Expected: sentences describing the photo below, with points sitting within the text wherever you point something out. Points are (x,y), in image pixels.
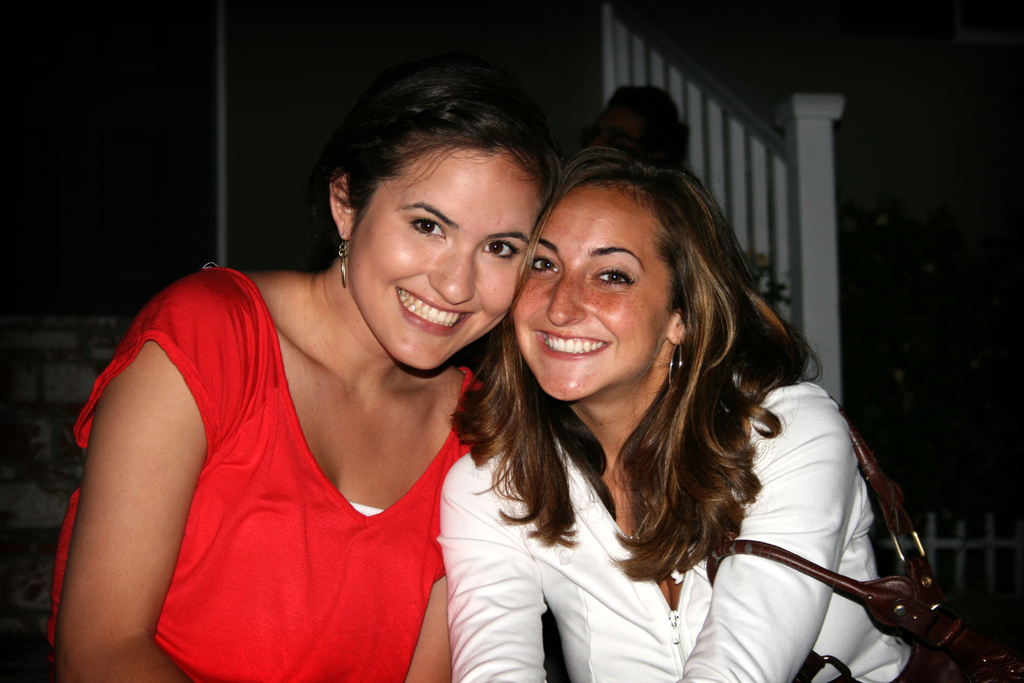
In this picture we can see two women (516,486) are smiling in the front (506,474), a woman (594,467) on the right side (694,508) is carrying a bag (893,609), in the background (654,142) there is another person (638,129), we can see a dark background (928,53).
